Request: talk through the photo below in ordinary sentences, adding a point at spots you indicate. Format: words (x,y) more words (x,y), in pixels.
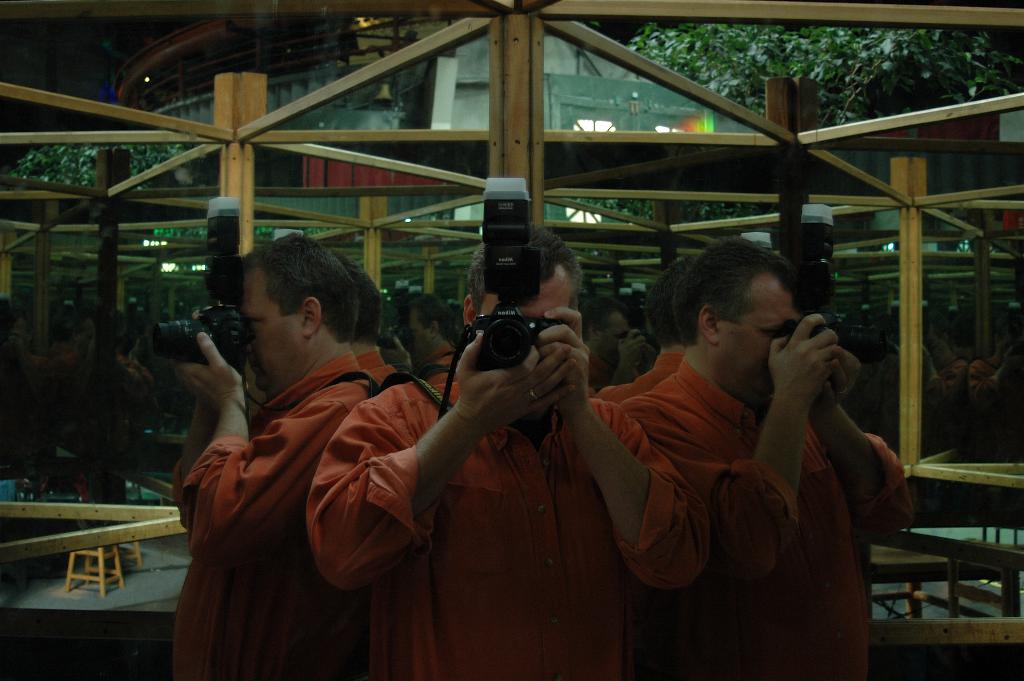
a person (510,418) is taking a photo. he is wearing a orange shirt (486,494). there are mirrors (294,165) surrounded by him. behind him there are trees (762,35).
